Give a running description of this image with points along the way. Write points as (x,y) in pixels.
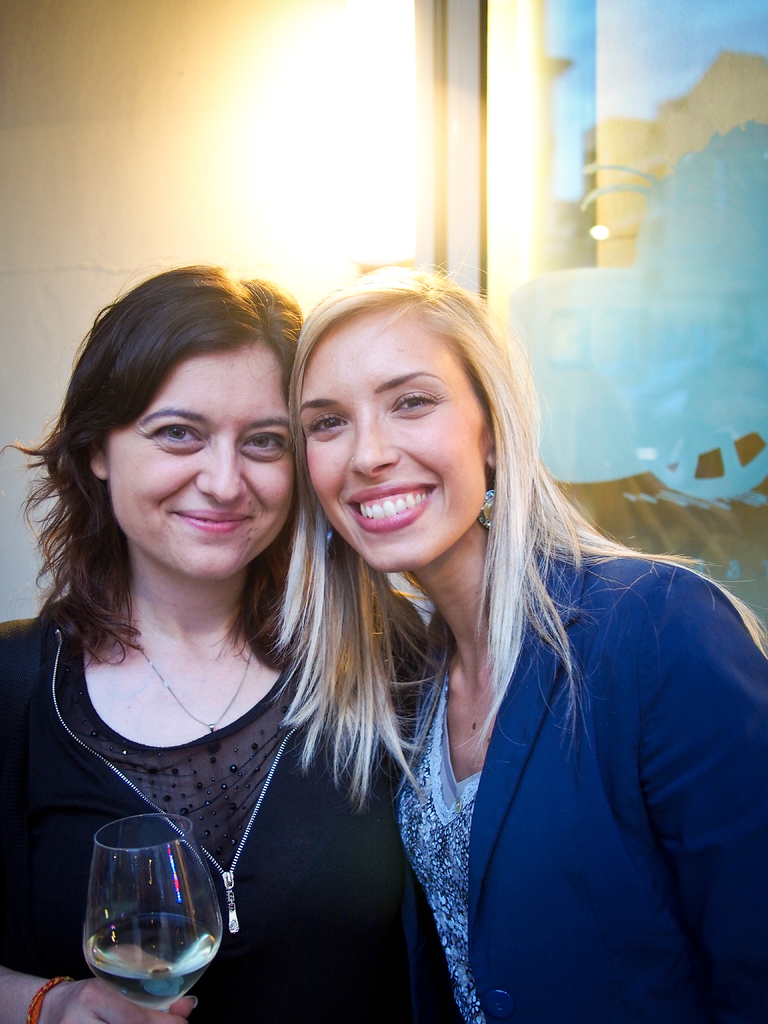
In this image i can see 2 women (392,705) smiling, the woman (668,696) on the right side (654,823) is wearing a blue blazer (650,727) and a woman (227,841) in the left side (241,819) is wearing a black dress (228,854) and holding a glass (186,940). In the background (140,66) i can see the wall (174,146) and the window (629,275).
